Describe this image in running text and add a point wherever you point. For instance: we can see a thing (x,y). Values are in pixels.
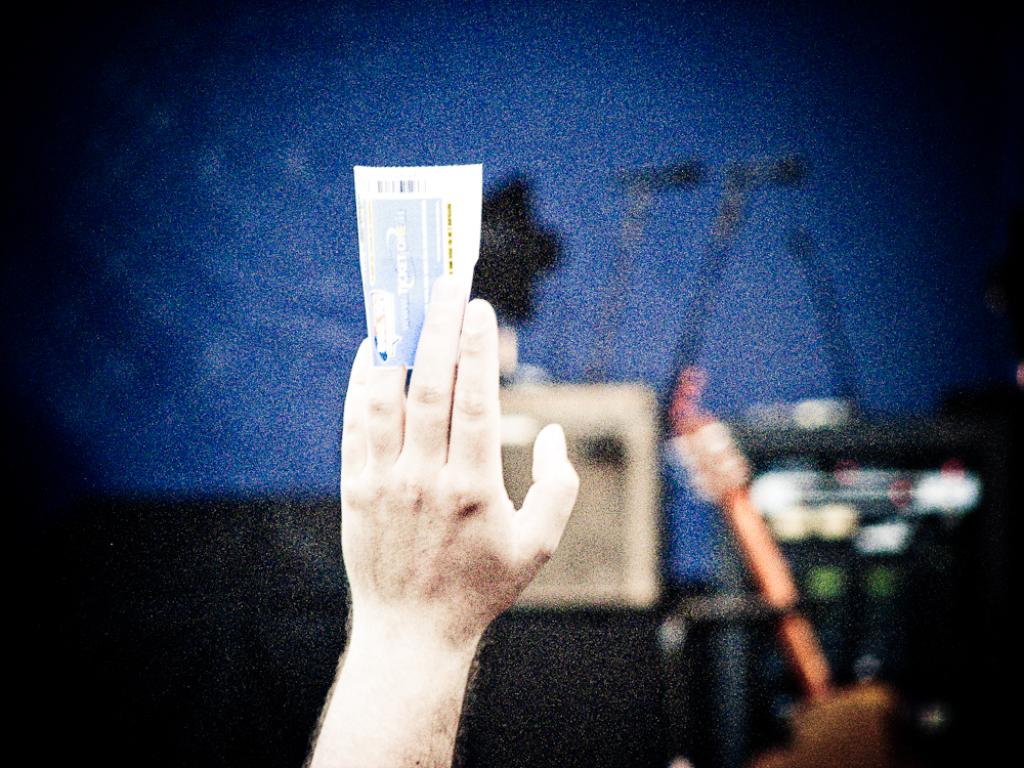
In this image we can see the hand (558,531) of a person (551,548) holding a paper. We can also see blurred background (567,580).
